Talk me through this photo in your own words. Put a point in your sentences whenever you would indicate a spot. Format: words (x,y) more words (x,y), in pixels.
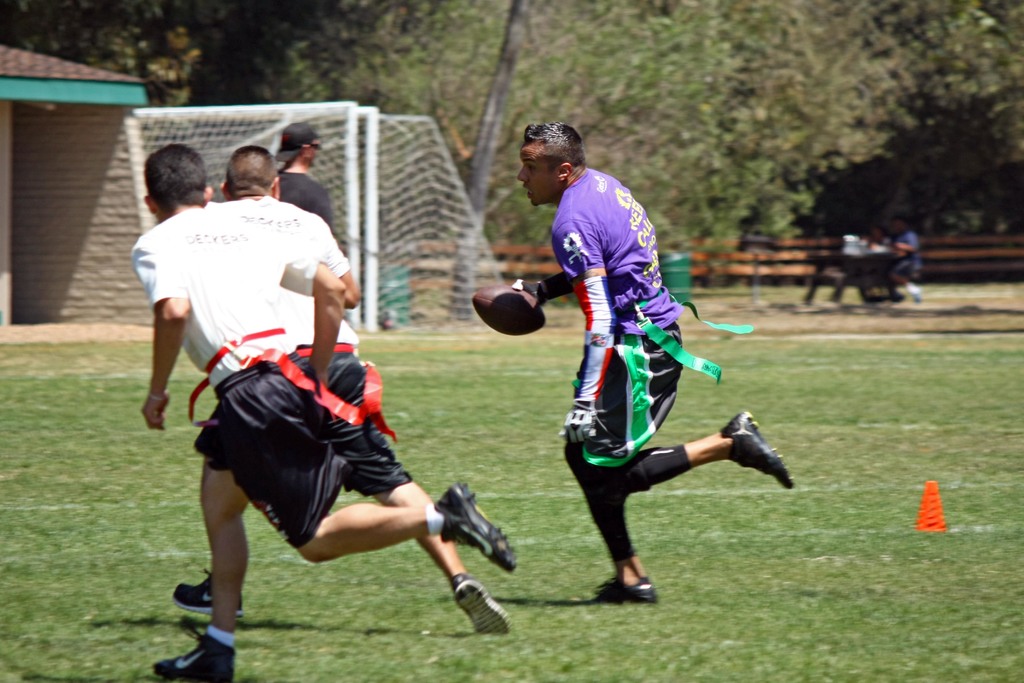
there are so many players (480,508) running on a ground (524,488) one of them holding a ball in his hand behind them there are so many trees (529,55) and a net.
